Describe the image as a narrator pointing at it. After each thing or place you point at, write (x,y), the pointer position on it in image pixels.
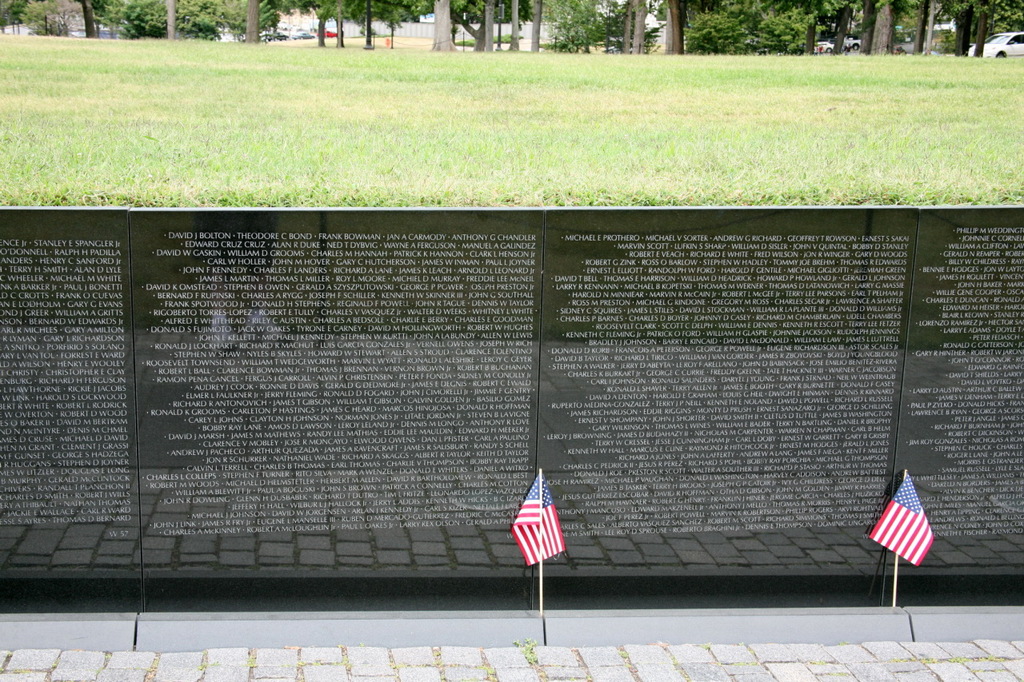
At the bottom of the image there are stones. And on them there are black walls (553,371) with something written on it. And also there are flags (541,552). Behind them there's grass (363,86) on the ground (363,86). At the top of the image (569,30) there are many trees (920,13).
